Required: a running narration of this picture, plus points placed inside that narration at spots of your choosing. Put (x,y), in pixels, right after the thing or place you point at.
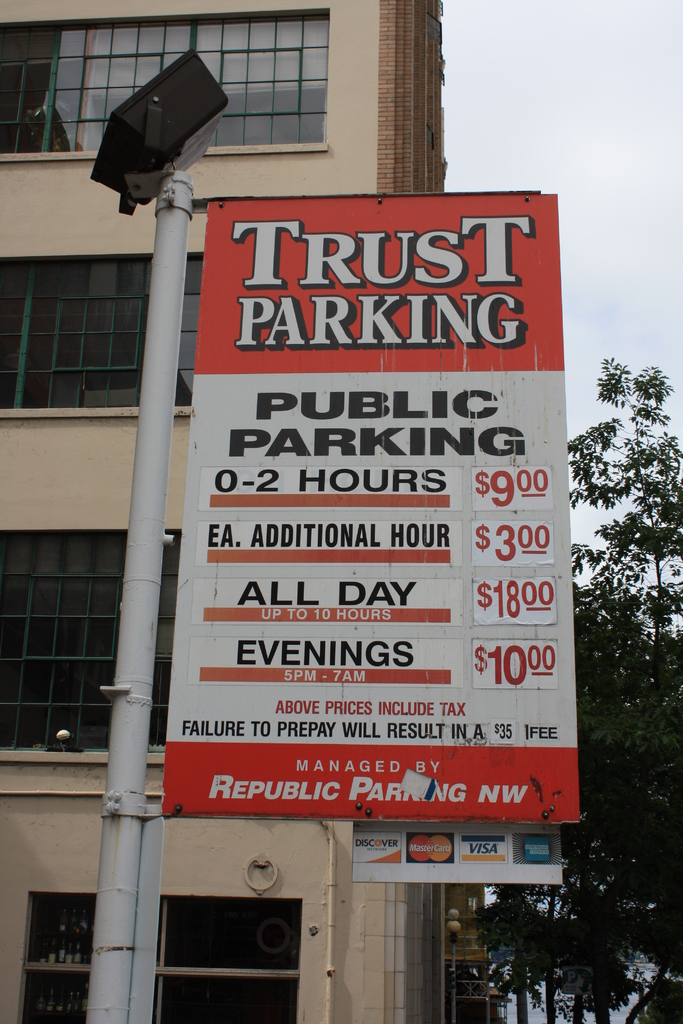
In this image there is the sky (530,126), there are trees (639,761) towards the right of the image (657,674), there is a building (65,217) towards the left of the image (68,327), there is a pole (152,560), there is a light (164,131) on the pole (174,210), there is a board (395,474), there is text (410,586) and numbers (484,586) on the board (413,649).
